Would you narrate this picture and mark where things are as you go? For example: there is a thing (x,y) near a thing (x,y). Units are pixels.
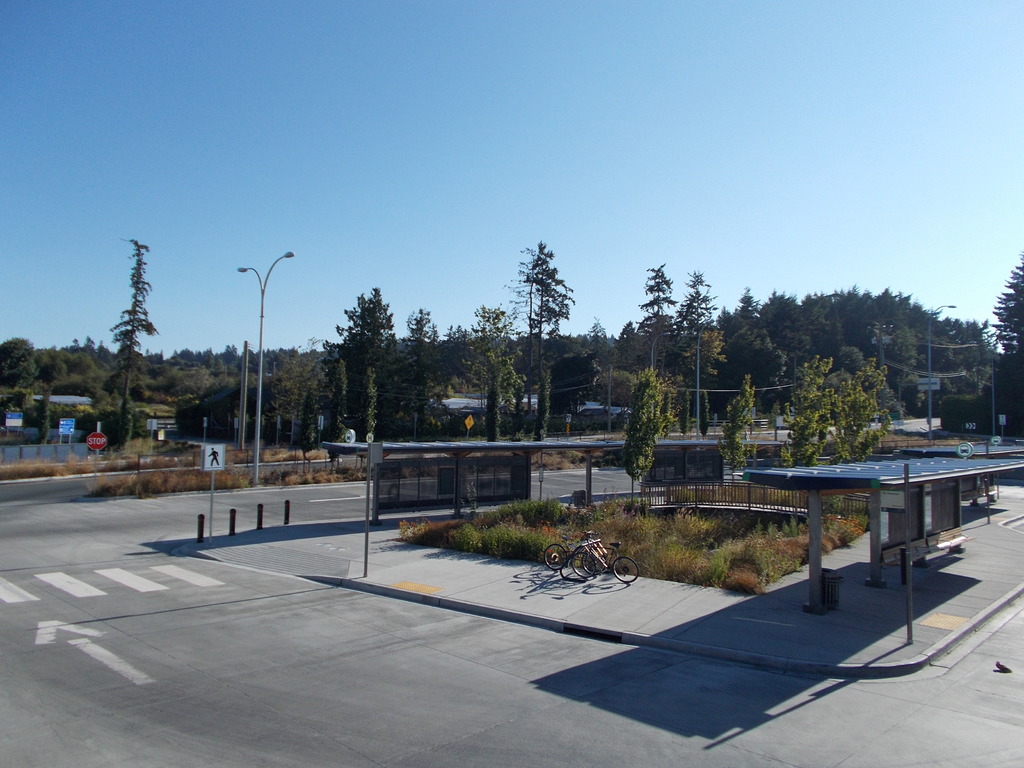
In this image we can see road (380,599), shed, street lights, bicycles (580,556) on the pavement (873,595), shed (766,482), iron fence (664,486), sign boards (217,469) and in the background (750,346) there are trees (248,380) and sky (621,162).
